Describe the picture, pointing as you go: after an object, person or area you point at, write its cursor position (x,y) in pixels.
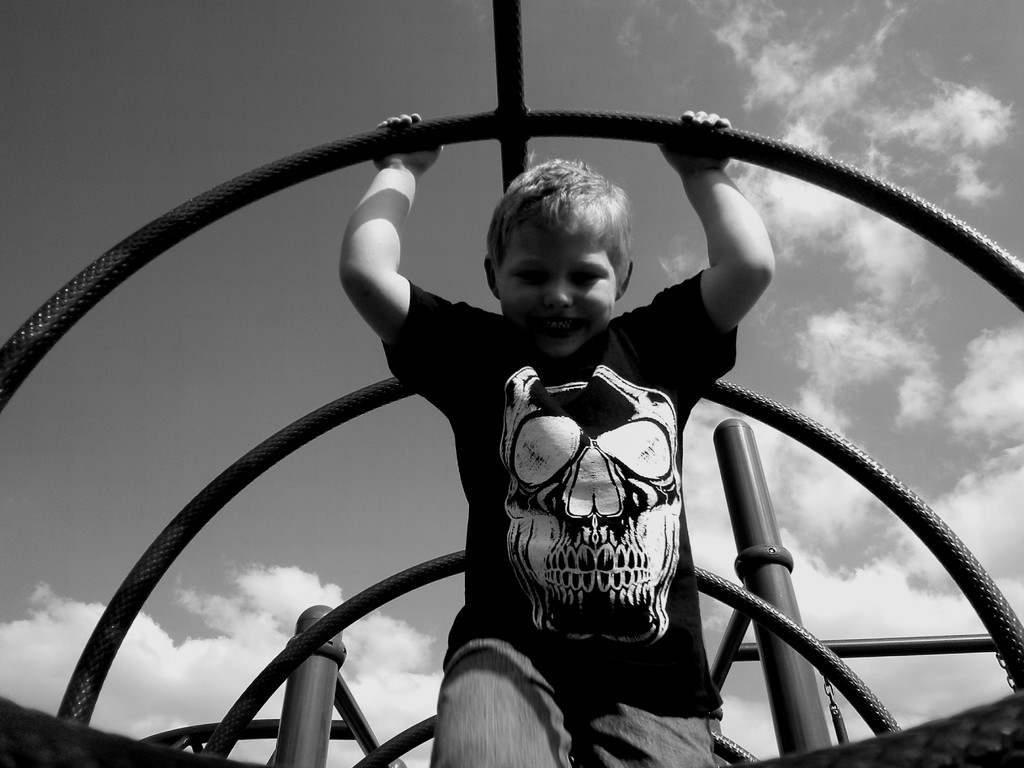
This is a black and white image in this image in the center (534,365) there is one boy (559,376) who is playing something, and in the background (157,550) there are some poles (315,710). At the top of the image (228,158) there is sky (881,163).
